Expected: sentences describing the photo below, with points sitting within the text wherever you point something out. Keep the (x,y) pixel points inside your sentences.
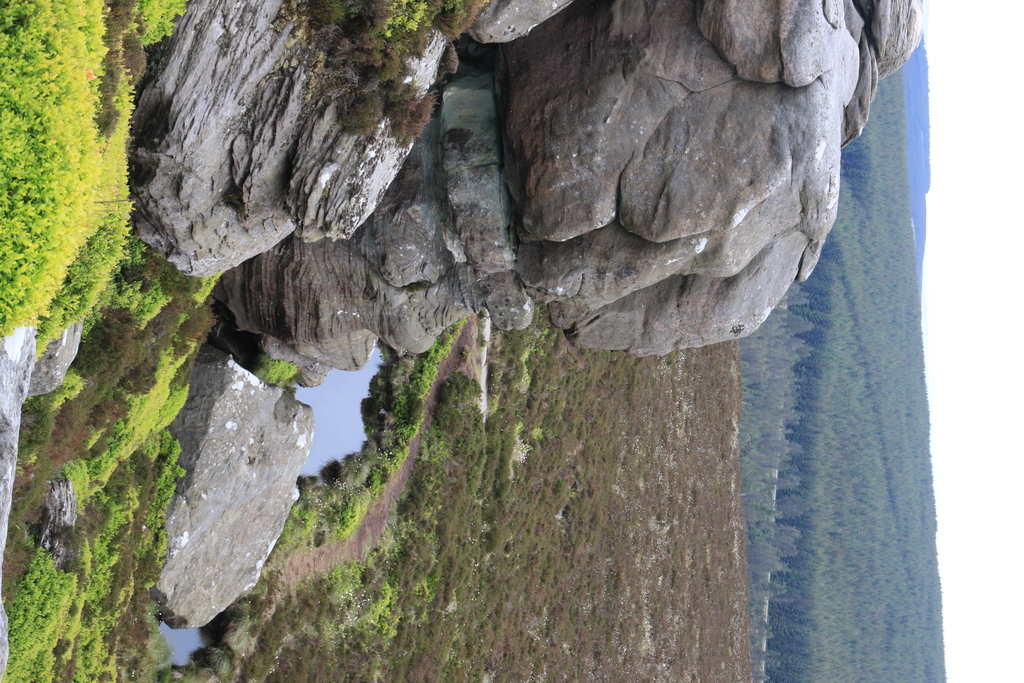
In this image there are some rocks (211,263) trees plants (316,516) and some water (322,426), and in the background (880,435) there are some mountains (849,432) and trees (839,435).
